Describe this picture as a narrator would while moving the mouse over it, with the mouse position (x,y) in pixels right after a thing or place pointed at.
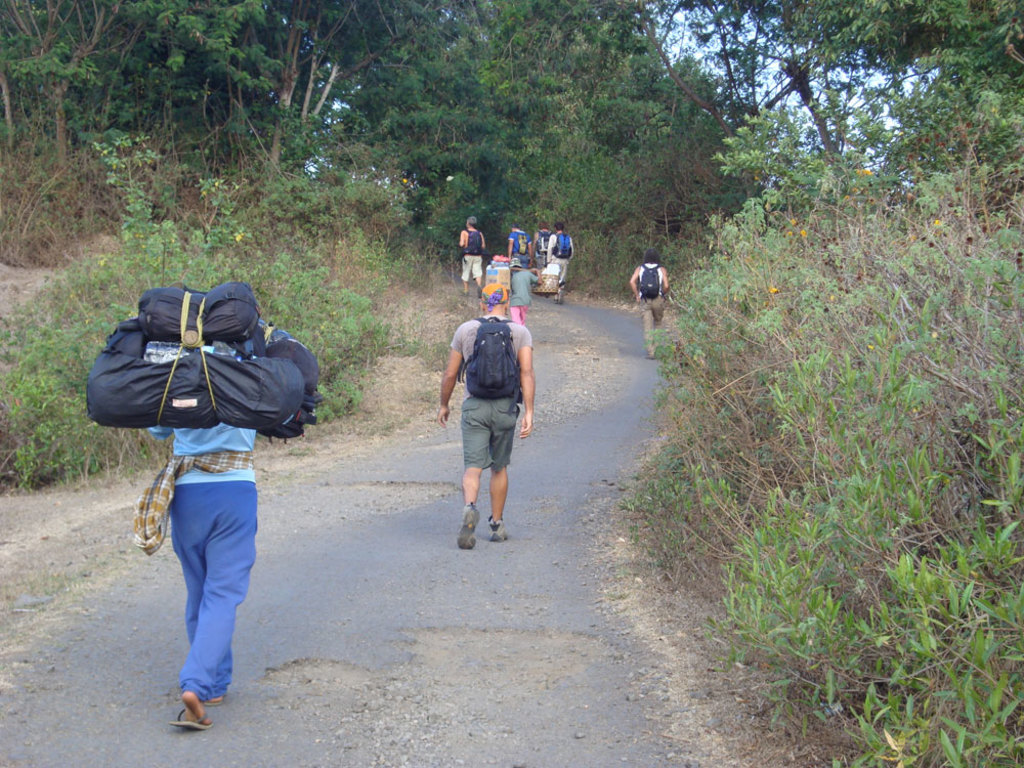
In this image, we can see some trees (554,73) and plants (804,227). There are some people (249,481) in the middle of the image (651,297) wearing bags (169,372). There is a road (605,376) at the bottom of the image (477,589).
